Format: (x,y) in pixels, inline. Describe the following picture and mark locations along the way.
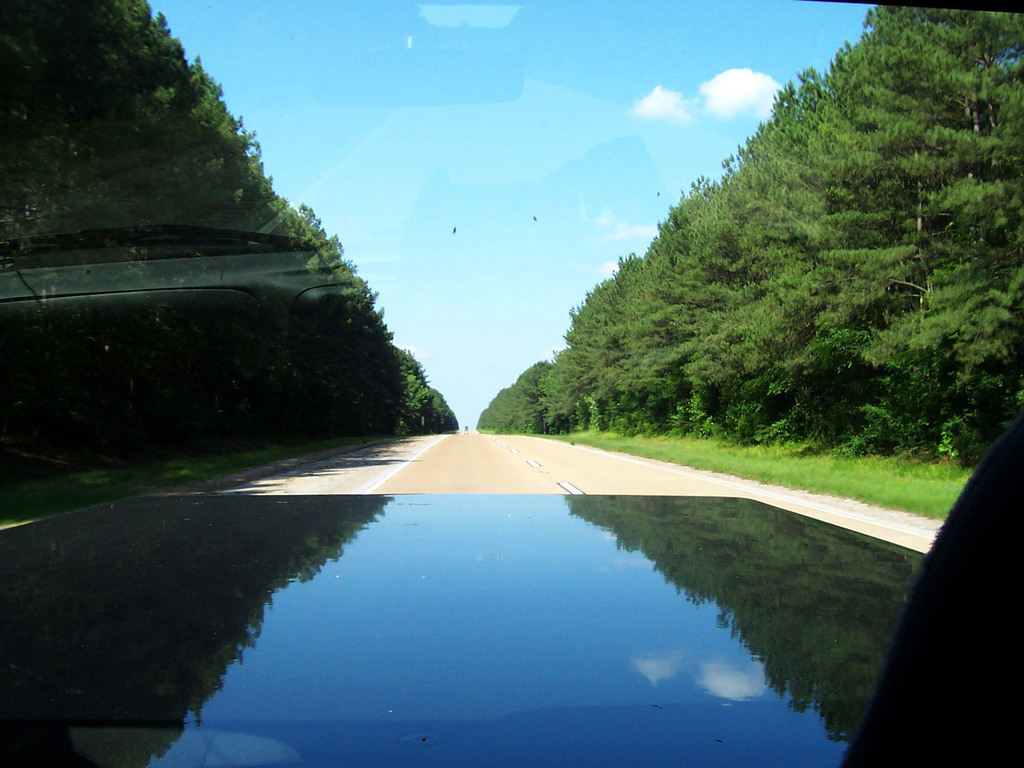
In this image I can see the vehicle (437,595) on the road (450,465). On both sides of the road (493,440) I can see many trees (664,356). In the background (610,143) I can see the clouds (710,87) and the sky (471,116).
